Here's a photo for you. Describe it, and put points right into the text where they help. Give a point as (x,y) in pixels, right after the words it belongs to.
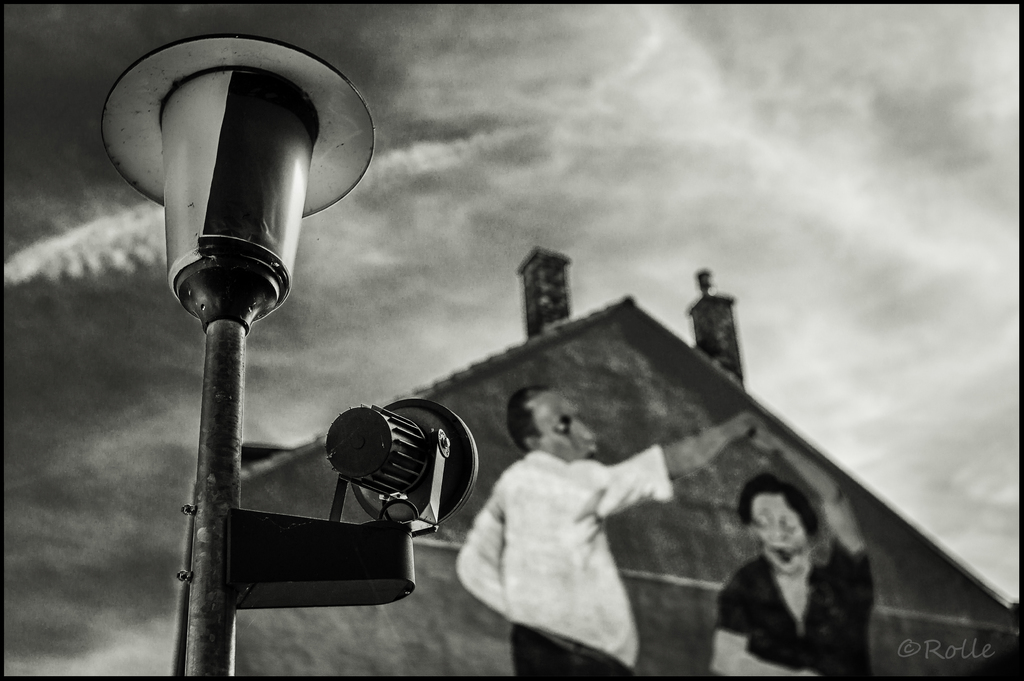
This is an edited image with the black borders (1022,378). On the left (289,153) there is an object (418,464) seems to be a camera (432,476) attached to the stand (233,350). In the center (669,452) we can see the two persons (759,524) and a house (676,371). In the background (949,227) there is a sky (704,165). At the bottom right corner (969,655) there is a text (950,655) on the image.
